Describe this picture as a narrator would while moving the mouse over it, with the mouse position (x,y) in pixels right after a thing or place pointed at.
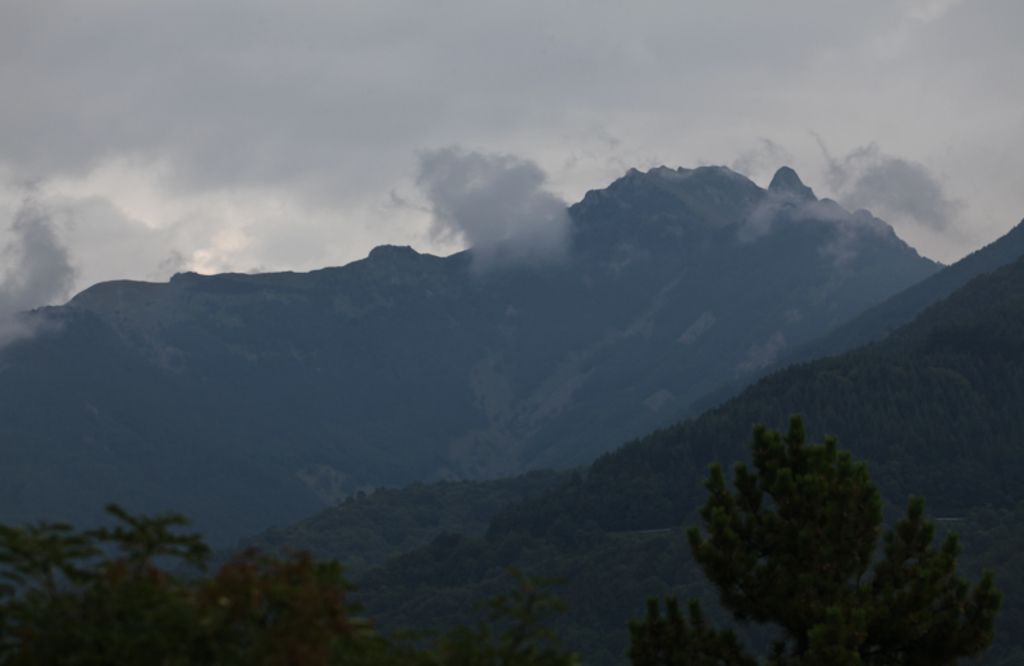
In this picture we can see few trees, hills (648,276) and clouds (527,244).
